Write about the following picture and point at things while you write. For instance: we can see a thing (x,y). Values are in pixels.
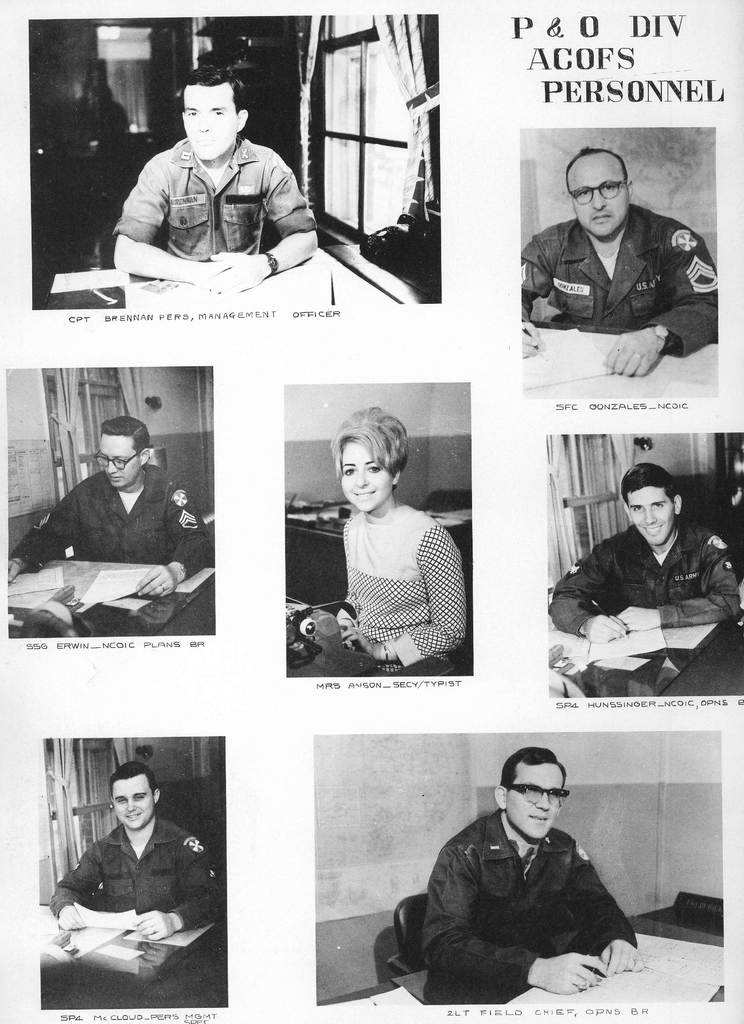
We can see photos (316,920) of people (172,219) and text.
